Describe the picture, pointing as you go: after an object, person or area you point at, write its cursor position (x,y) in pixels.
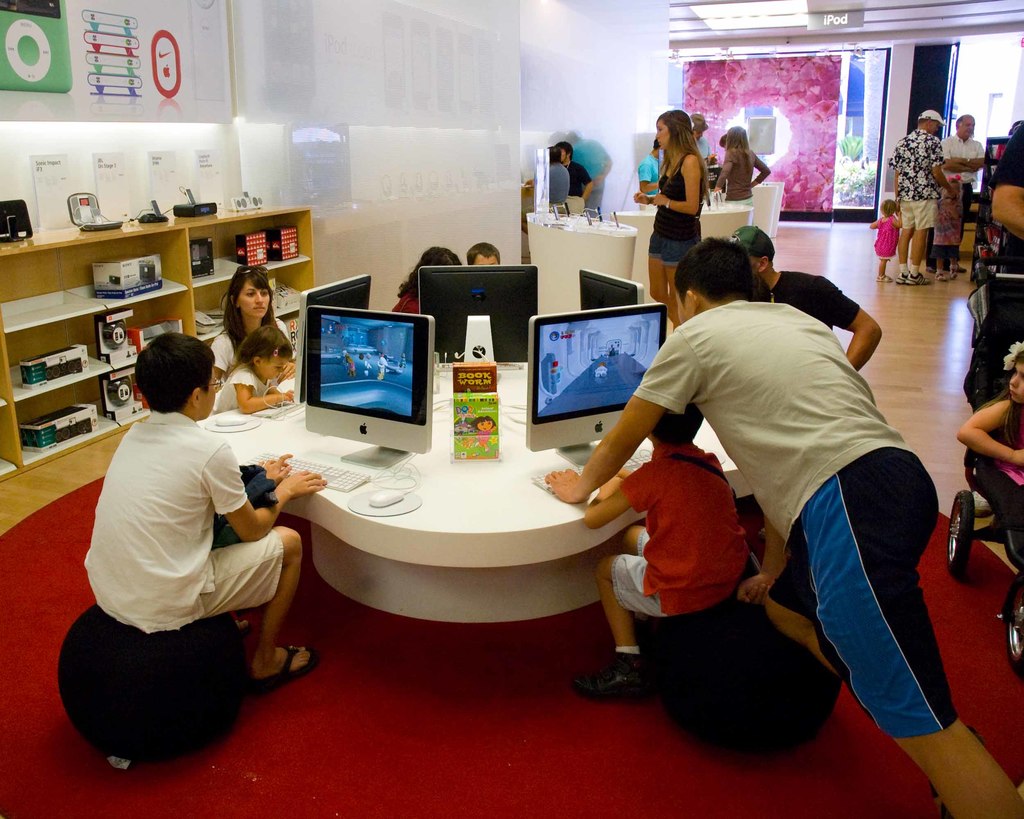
In this picture we can see many kids (215,478) and people (251,557) sitting on chairs (681,625) near a round table (322,553) with many computer systems (505,360) on it. In the background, we can see many people (1022,162) standing.
